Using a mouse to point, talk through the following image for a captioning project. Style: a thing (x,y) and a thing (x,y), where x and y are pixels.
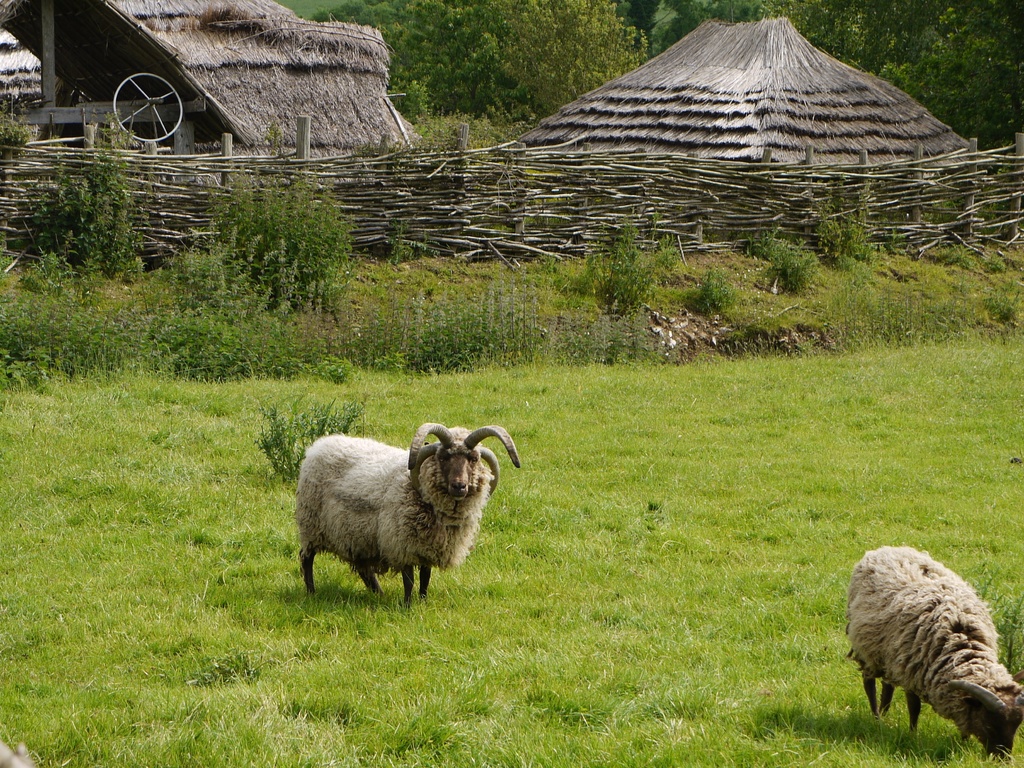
On the left side (340,507), there is a sheep (421,516) on the grass (340,569) on the ground (447,630). On the right side (884,642), there is another sheep (922,581) eating grass (859,737) on the ground (873,719). In the background (845,98), there are trees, a wooden fence (790,204), shelters (95,32) and plants (40,207).
